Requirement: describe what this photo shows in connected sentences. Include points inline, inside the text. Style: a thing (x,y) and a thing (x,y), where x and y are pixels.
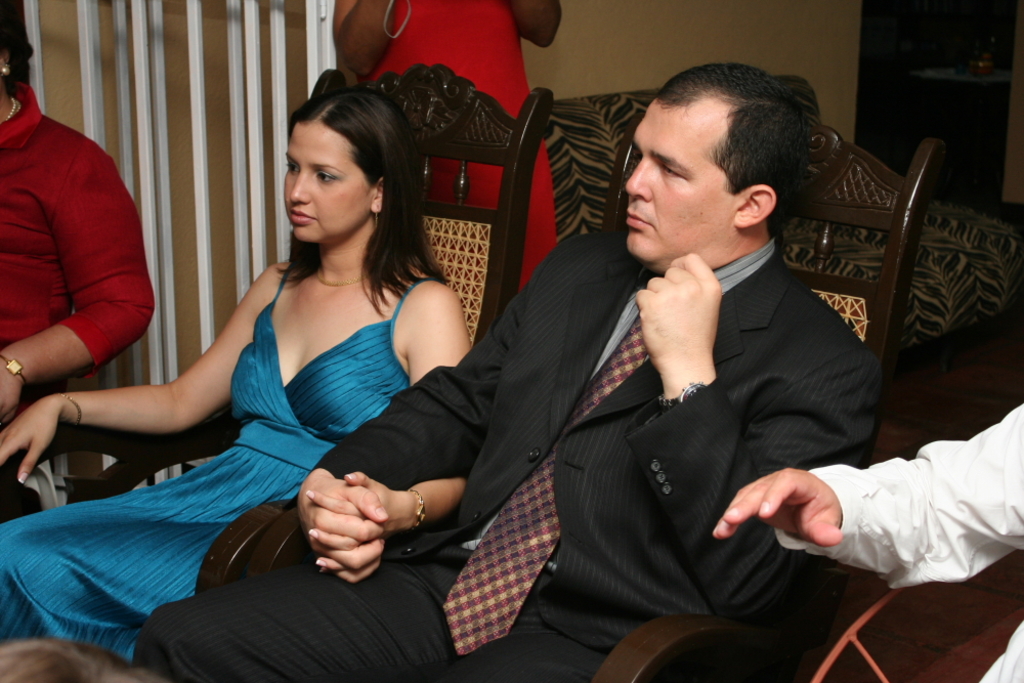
In this image we can see people (507,418) sitting on chairs (442,150). In the background of the image (607,30) there is a lady (485,43), wall (586,48), couch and metal rods (284,109).
